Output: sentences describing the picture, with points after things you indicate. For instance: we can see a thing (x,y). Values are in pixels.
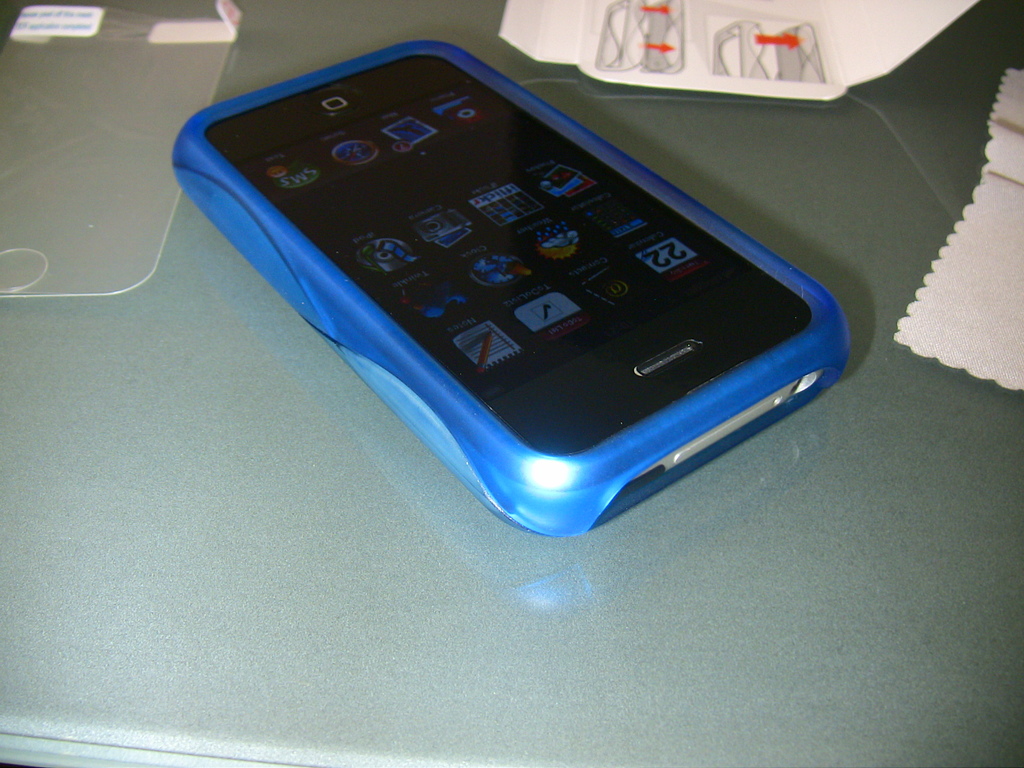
In this image we can see tempered glass (106,121), mobile phone (436,180) and some papers (691,49) on the gray surface (904,390).
